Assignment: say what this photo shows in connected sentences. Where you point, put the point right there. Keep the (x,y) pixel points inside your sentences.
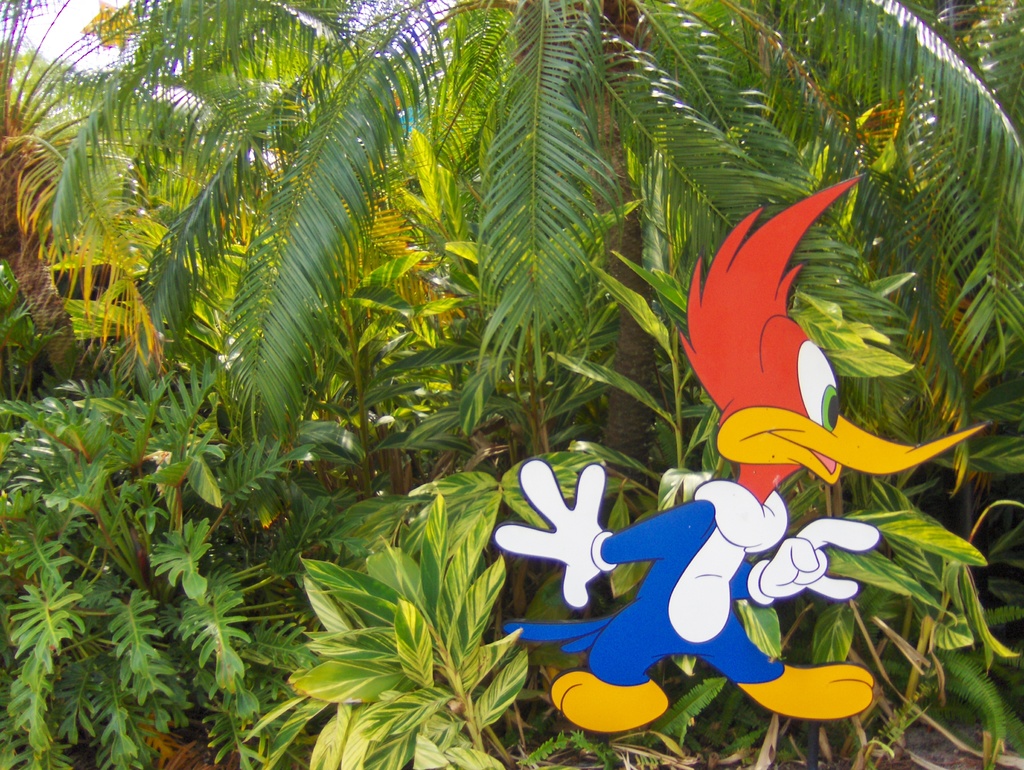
In this image, we can see a picture of a cartoon (738,394) and in the background (652,376), there are trees (166,355).
